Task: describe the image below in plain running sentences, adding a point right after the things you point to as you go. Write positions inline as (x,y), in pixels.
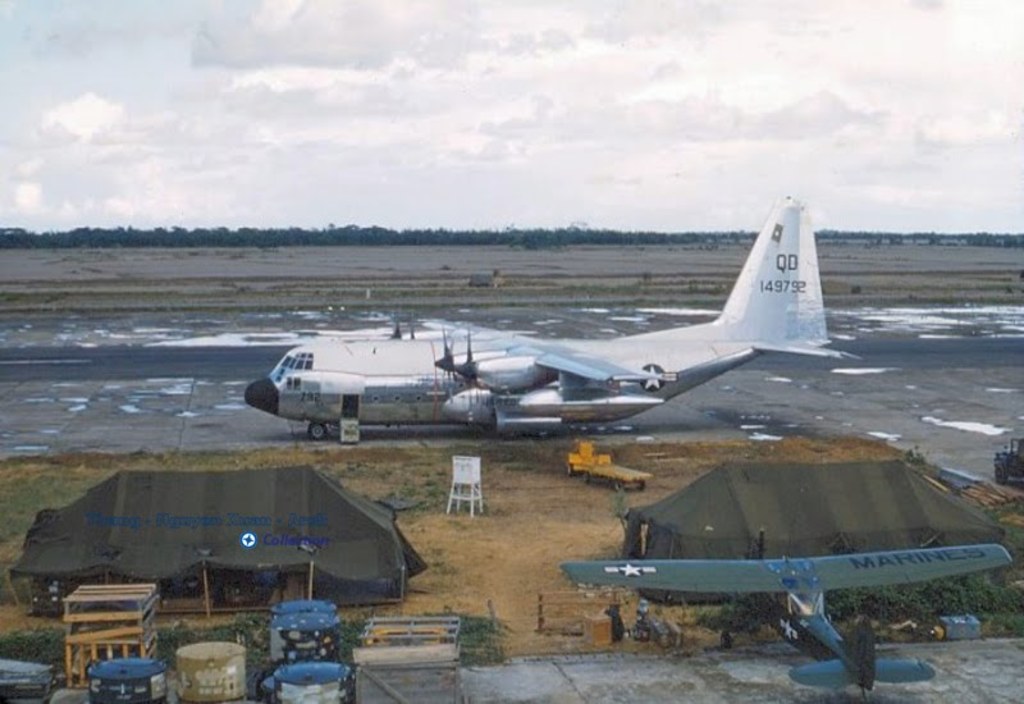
In this image, we can see some airplanes (591,395). We can see the ground (642,456). There are a few vehicles (1001,474). We can see some tents (753,499) and grass (992,615). We can see a board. We can see some wooden objects (141,633) and containers (292,640). We can see some trees (519,242) and the sky (510,214) with clouds (497,32). We can also see an object (23,680) on the bottom left corner (12,676).
